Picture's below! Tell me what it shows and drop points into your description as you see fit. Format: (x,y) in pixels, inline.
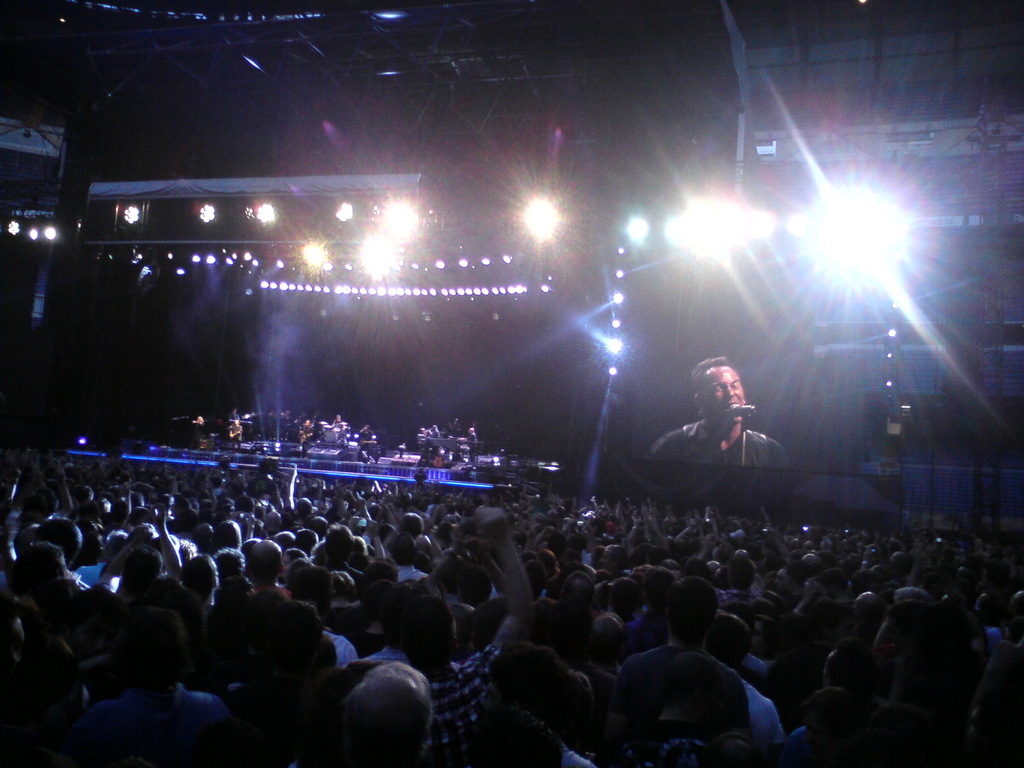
In the image we can see there are people (296,556) standing on the ground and there is a stage (355,452) on which people (200,441) standing and holding musical instruments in their hand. Beside there is a screen (740,304) on which a person (720,403) is standing and in front of him there is a mic (740,411) with a stand (742,421).
